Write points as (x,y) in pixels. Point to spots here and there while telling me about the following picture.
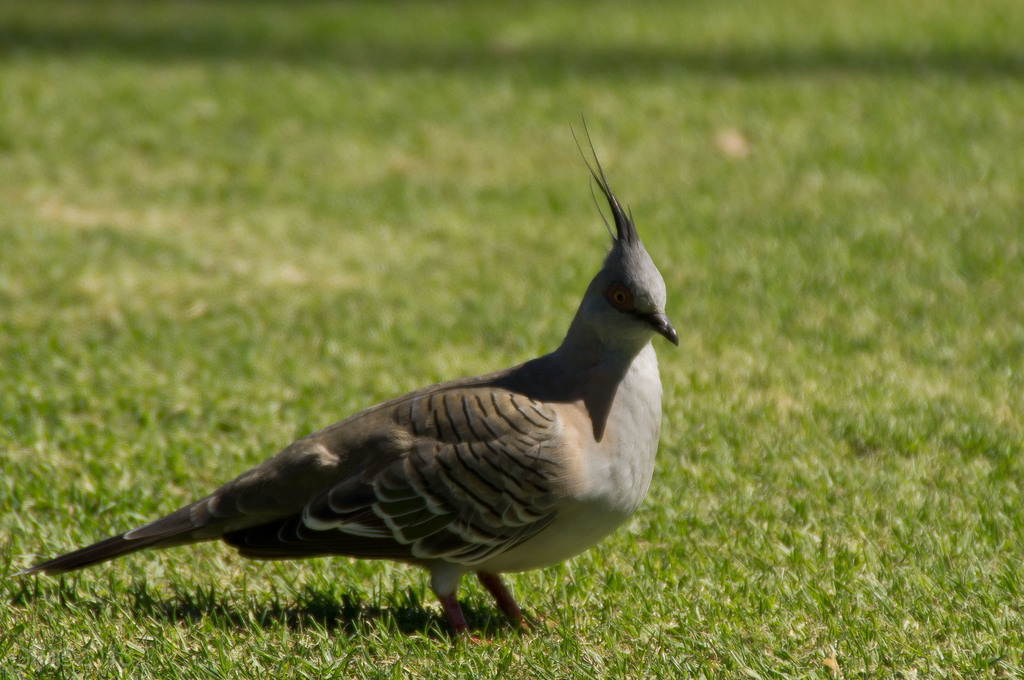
In this image we can see a bird (574,388) standing on the ground (407,567).
